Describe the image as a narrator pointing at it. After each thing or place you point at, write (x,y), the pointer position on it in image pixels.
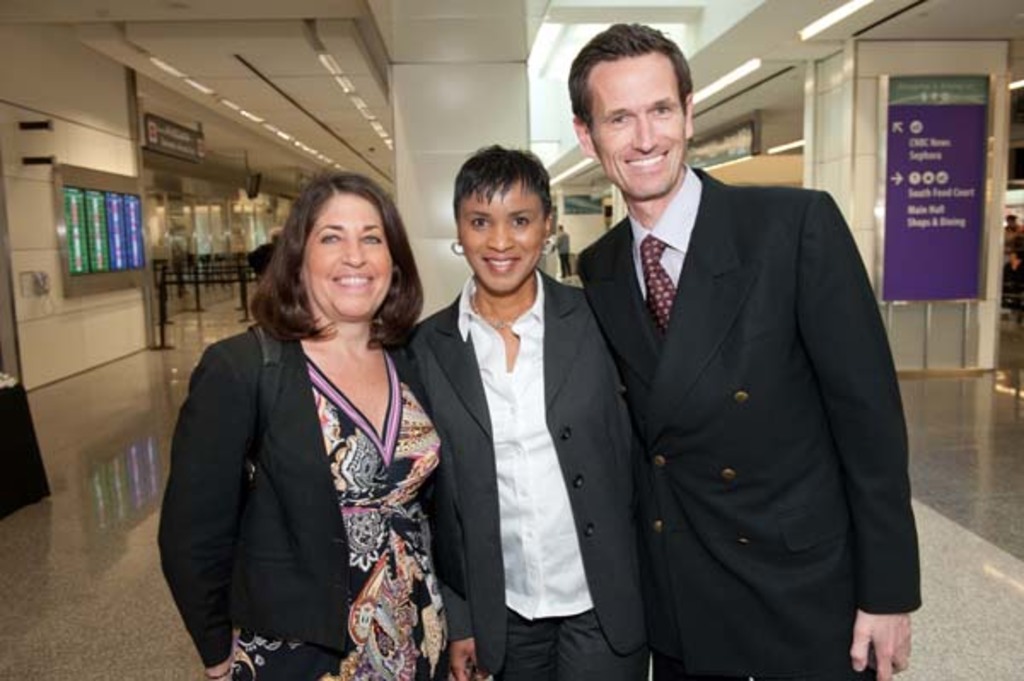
In front of the picture, we see three people (525,478) are standing. Out of them, two are women (516,433) and one is a man (729,364). Three of them are smiling. They are posing for the photo. Behind them, we see a white pillar (414,160). On the right side (905,283), we see a board (944,132) in blue color with some text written on it. Behind that, we see a pillar (986,339). On the left side (83,249), we see a wall (32,198) and something in green and blue color. In the background (163,333), we see black poles (242,268) and barrier ropes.
